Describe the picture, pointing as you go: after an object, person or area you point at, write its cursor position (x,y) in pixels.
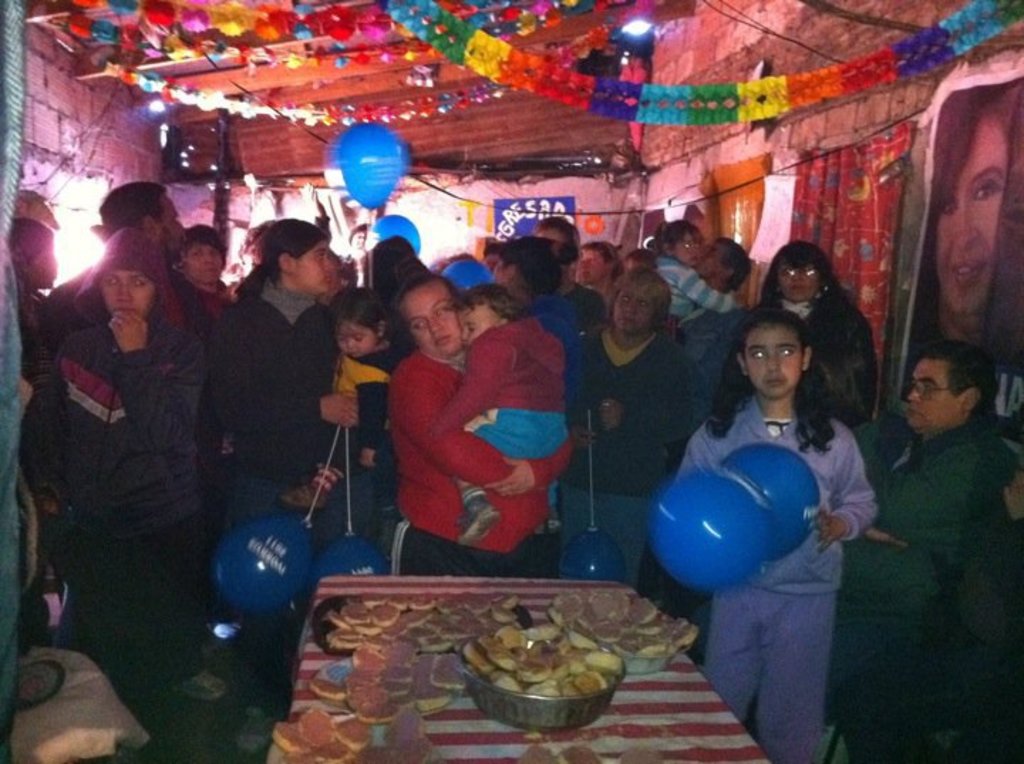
This image is taken in a room (324,163). In this image there are a few people (450,406) standing and few are holding balloons (481,278) in their hands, in front of them there is a table (685,665) with some stuff (449,675) on it. At the top of the image (450,59) there is a ceiling (229,71) with some decoration (766,83). On the right side of the image (779,179) there are few posters (775,191) are attached to a wall (846,139).
